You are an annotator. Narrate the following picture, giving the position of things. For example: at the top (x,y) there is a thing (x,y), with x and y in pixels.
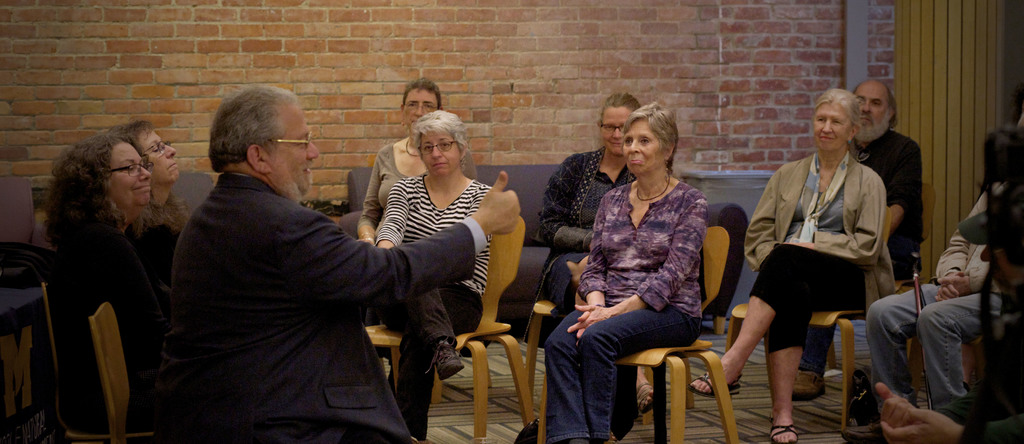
Inside picture of a room (843,102). The wall (383,62) is made with bricks (554,71) and it is red color. Group of people (856,114) are sitting on a chair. This man (274,176) wore spectacles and black jacket (287,230). This 3 women (418,192) wore spectacles (128,170). Couch (532,177) is in black color.
